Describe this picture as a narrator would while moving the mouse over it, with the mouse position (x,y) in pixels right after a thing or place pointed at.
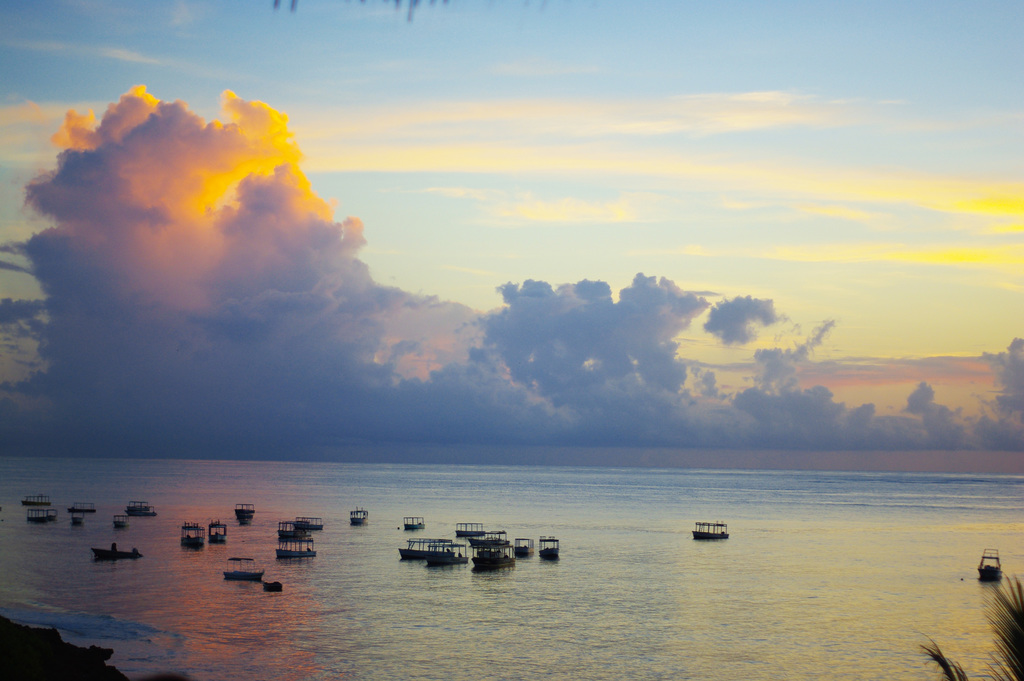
In the picture there is water (297,592), there are many boats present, there is a cloudy sky (485,285).
